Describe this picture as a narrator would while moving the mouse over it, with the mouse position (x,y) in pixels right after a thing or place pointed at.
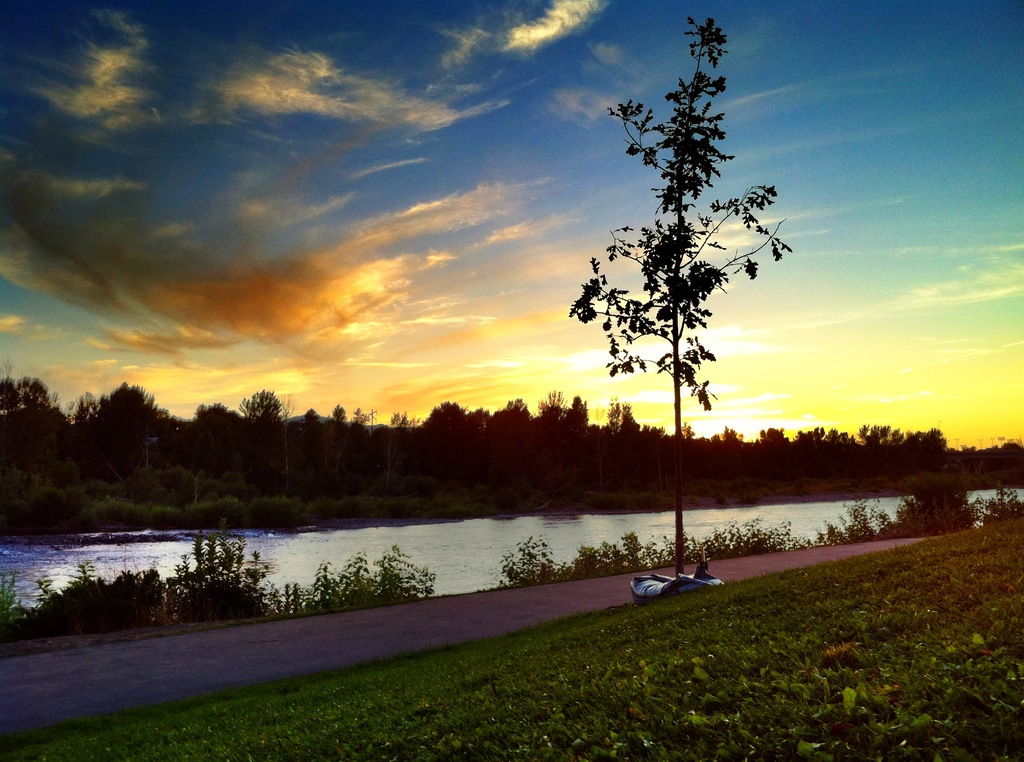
In this picture we can see an object (648,581) on the path (609,587). On the right side of the path (684,566) there is grass (671,611). Behind the path (624,593) there is a river (475,532), trees (401,461), plants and the sky (382,330).
